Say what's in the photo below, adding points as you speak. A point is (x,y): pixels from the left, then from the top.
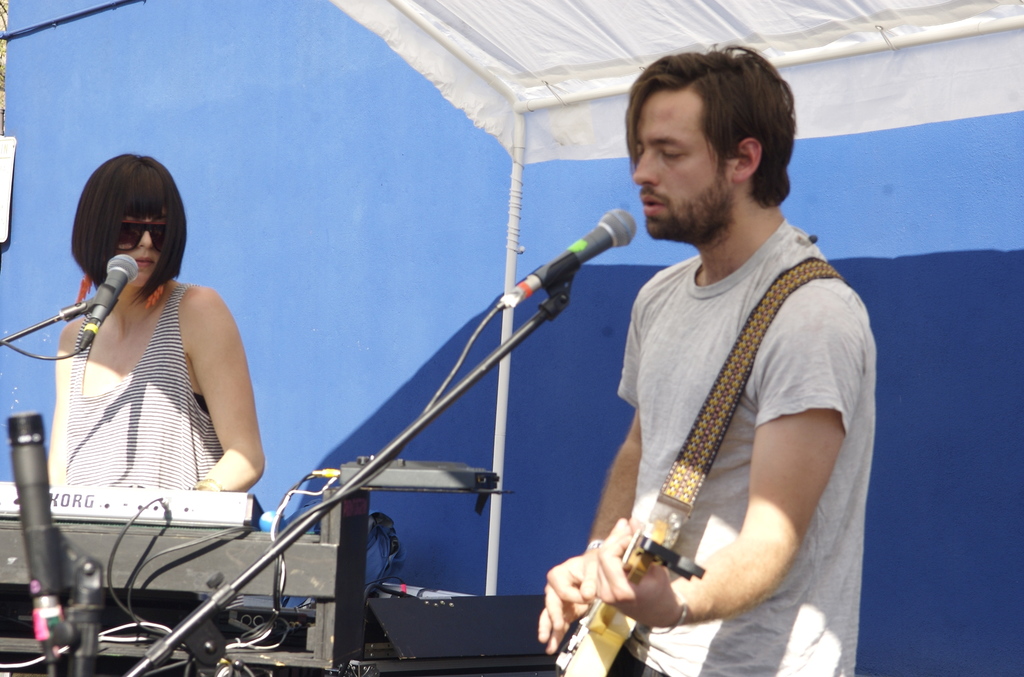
There are two people (135,417) standing. Woman (222,443) is playing piano (169,495) and men (631,357) is playing guitar (583,637). He is singing a song. These are the mics (120,272) attached to the mike stand (219,599). Here I can see a black color object (486,625). This is a white color cloth (658,25) at the top, background (937,226) looks blue in color.
